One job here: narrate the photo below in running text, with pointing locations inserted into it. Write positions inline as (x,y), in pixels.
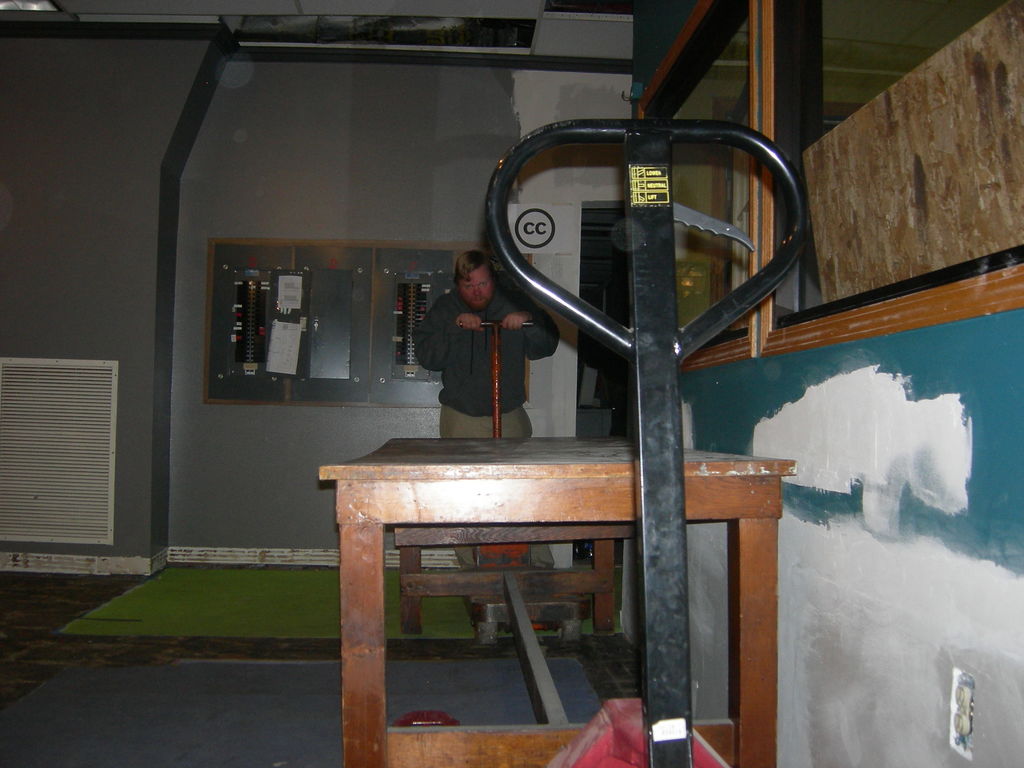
There is a guy (466,331) in the room (298,206) who is holding a rod (497,339) and also we have a desk (713,468) in the room (334,435) and some things (767,149) in front of the desk (438,444).
